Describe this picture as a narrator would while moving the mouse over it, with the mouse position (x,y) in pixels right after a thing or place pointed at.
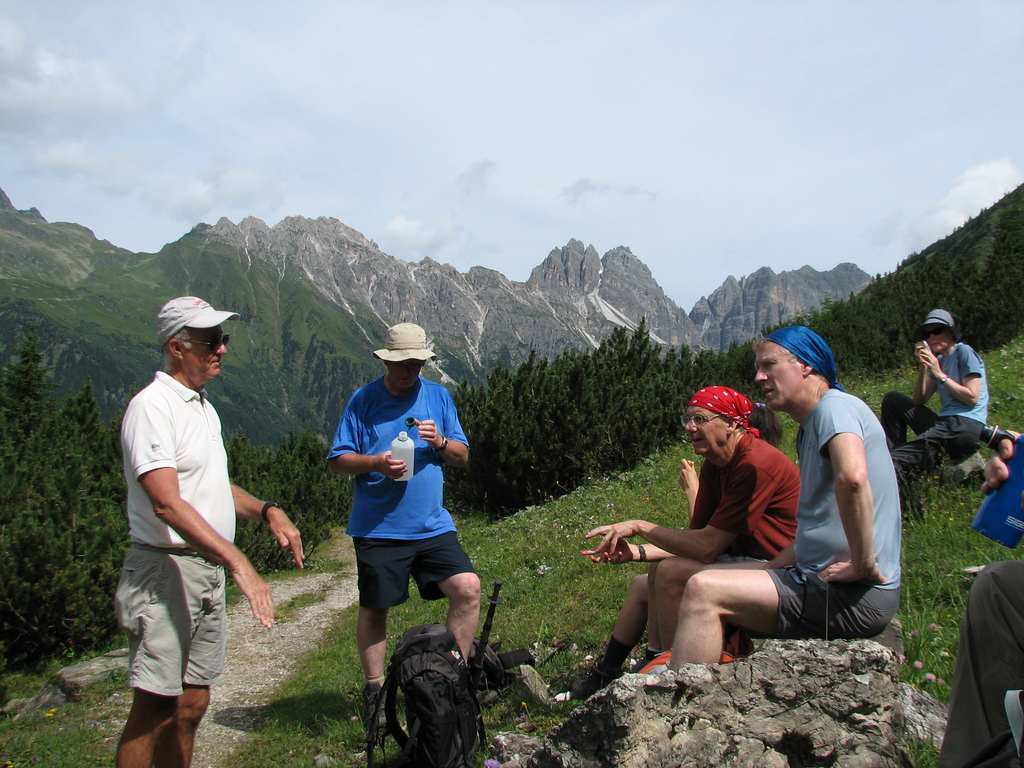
In this image there are a few people (636,606) standing and sitting on the surface (955,574) and there is a bag (470,694) placed on the surface (1014,370). In the background (501,392) there are trees (77,460), mountains (337,303) and the sky (543,111).
